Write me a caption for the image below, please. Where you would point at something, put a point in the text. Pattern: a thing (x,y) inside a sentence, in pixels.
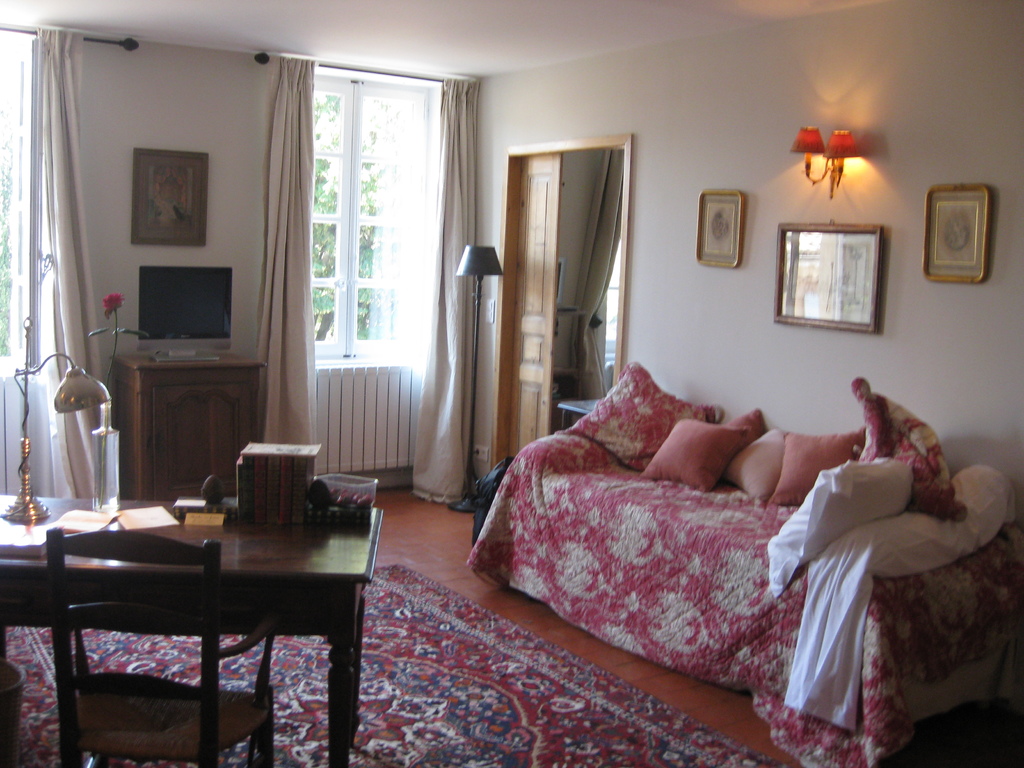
This is an image inside the room (253,572). There is a sofa (636,502) with pillows (604,427), table (286,598), chair (107,708), carpet (429,708) and cupboard (216,409) on the floor (1011,761). There are photo frames (941,278), lamps (807,143) and curtains (282,219) attached to the wall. This is the glass window (349,244) through which trees (331,254) are seen.
